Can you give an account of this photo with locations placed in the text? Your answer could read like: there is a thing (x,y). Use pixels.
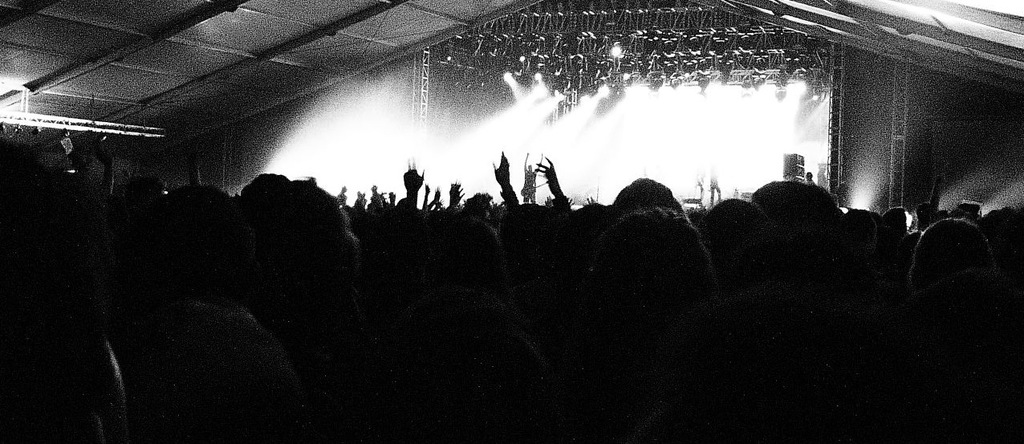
This is a black and white image, in this image there are people (679,218) standing, in the background (716,181) there is a stage (729,179), few people (702,185) are standing on that, at the top (620,62) there is a roof (390,50) and lights (480,58).
